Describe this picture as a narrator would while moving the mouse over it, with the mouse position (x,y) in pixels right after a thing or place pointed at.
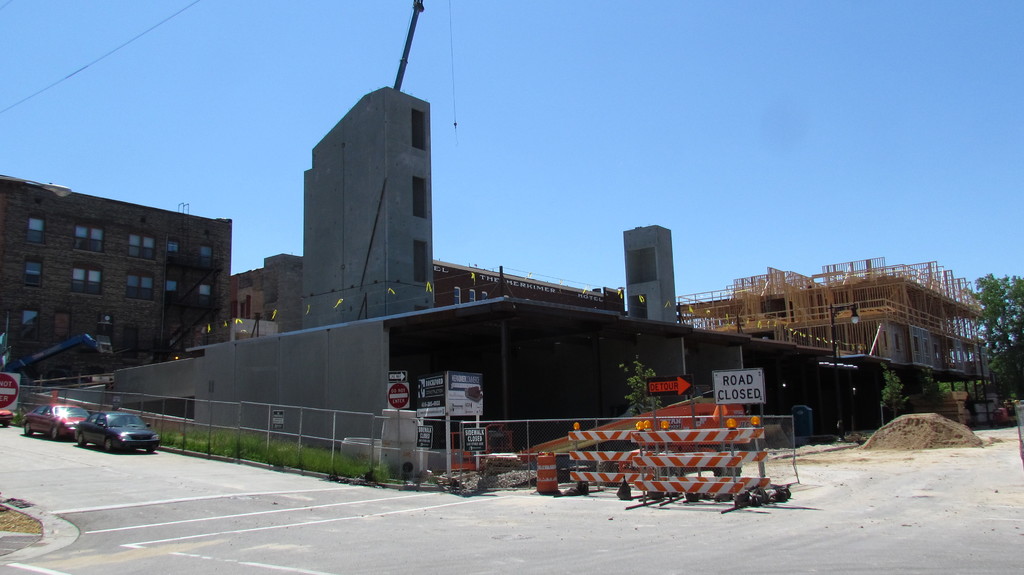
In this image there are buildings (538,319) and we can see trees (1016,369). At the bottom (583,521) there is a road (399,517) and we can see cars (150,430). There are boards (475,442) and we can see railings (510,425). In the background (518,227) there is sky (514,137).
